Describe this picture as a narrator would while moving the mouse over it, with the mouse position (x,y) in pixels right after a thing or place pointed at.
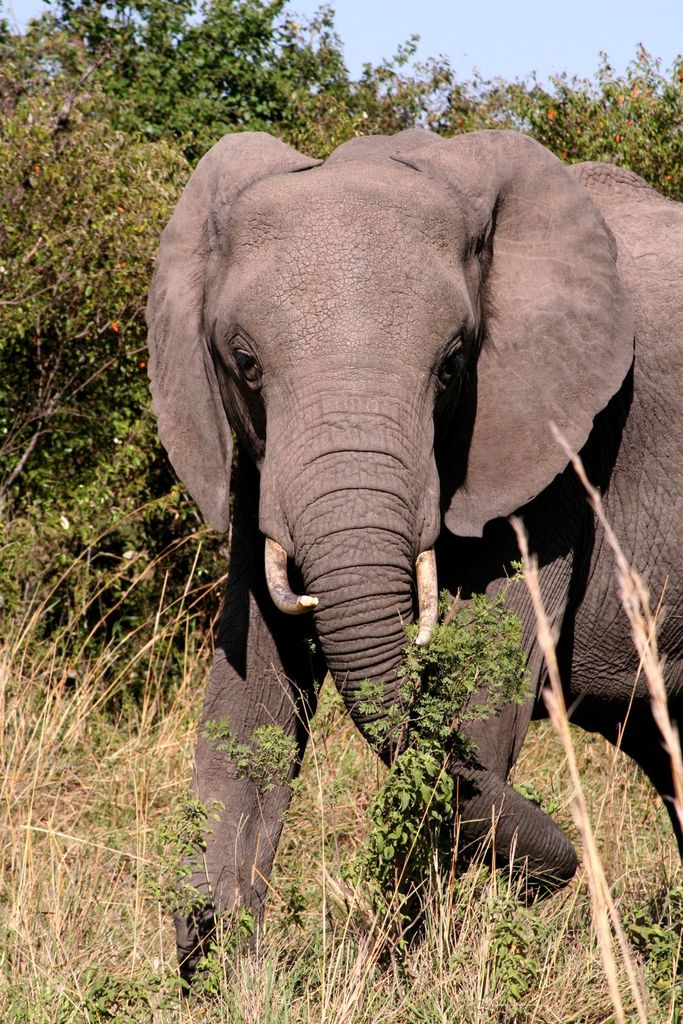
This is an elephant (412,407), these are trees (548,127) and a sky (483,65).
